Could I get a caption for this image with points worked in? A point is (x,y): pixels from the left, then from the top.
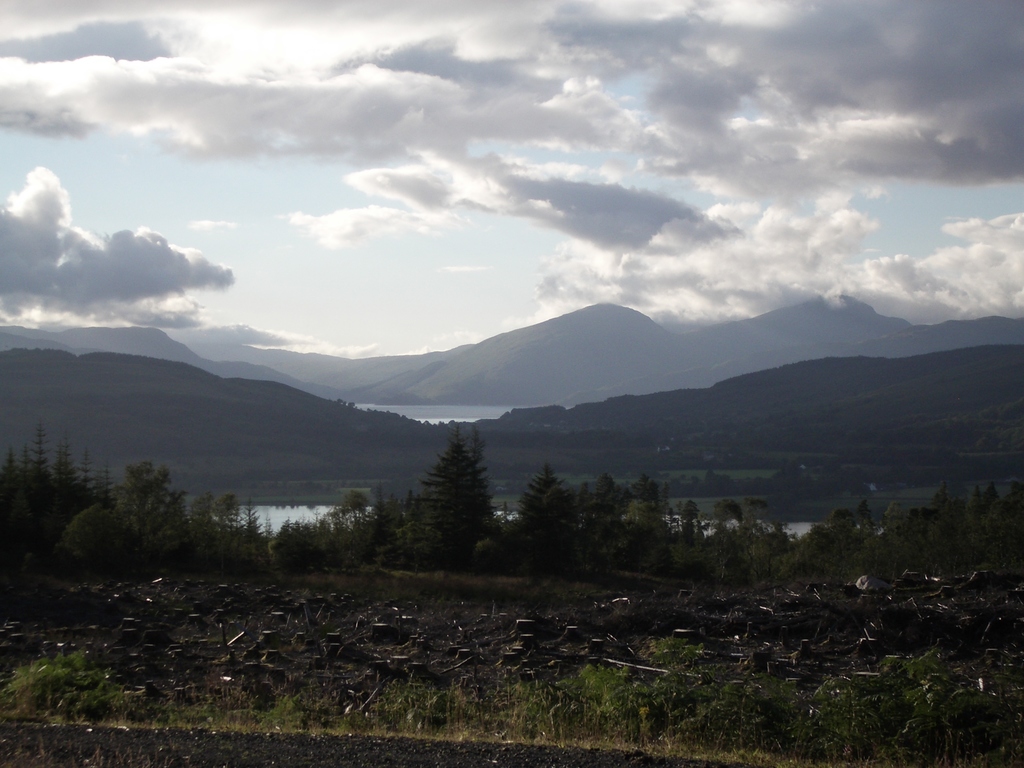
In this image there is the sky (499,139) towards the top of the image (434,166), there are clouds (592,117) in the sky (655,102), there are mountains (638,359), there is water (313,521), there are plants (710,724) towards the bottom of the image (570,730), there are objects (428,647) on the ground (553,634).
